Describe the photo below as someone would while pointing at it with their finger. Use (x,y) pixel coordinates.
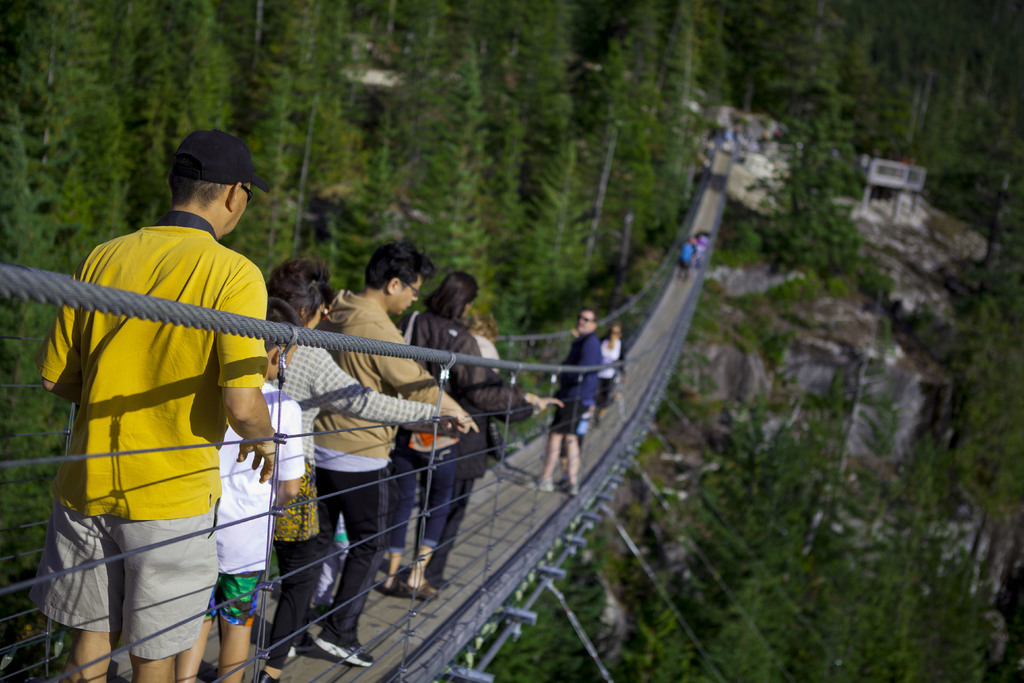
In this image, we can see few people (112,606) on the bridge (417,628). Background (664,213) we can see trees (637,648).
